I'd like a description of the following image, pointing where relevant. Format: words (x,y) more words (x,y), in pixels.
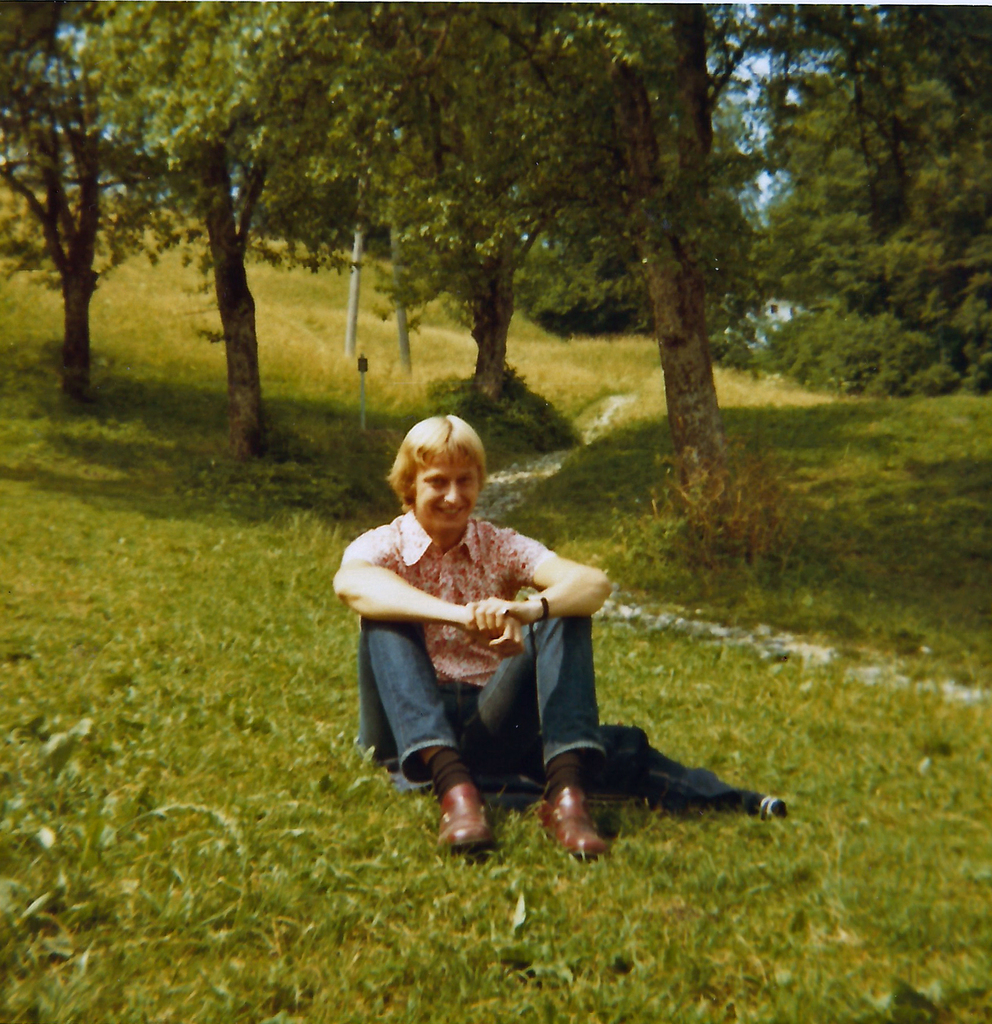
In this image in the front (439,919) there is grass (439,900) on the ground (397,857) and there is a person (470,646) sitting and smiling. In the background (463,178) there are trees (599,211).
